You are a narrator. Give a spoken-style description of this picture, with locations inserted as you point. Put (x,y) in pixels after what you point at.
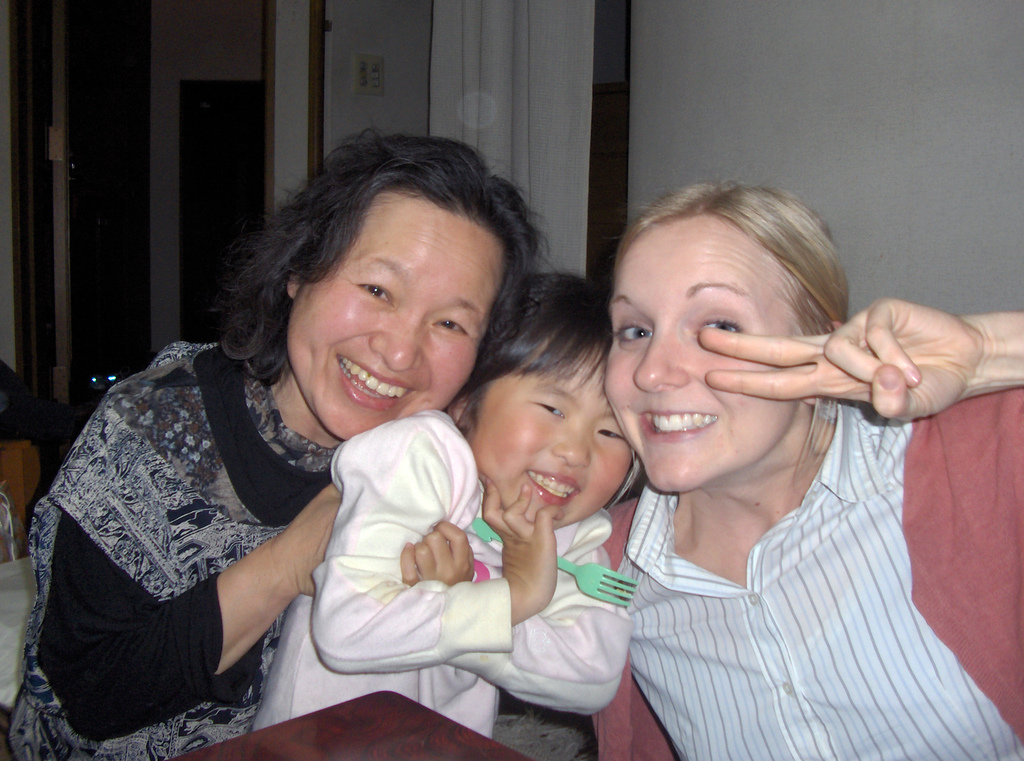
In this image, we can see two women (147,622) and a kid (367,562) sitting, they are smiling, in the background (736,152) we can see a wall (713,56) and a curtain (465,96).
